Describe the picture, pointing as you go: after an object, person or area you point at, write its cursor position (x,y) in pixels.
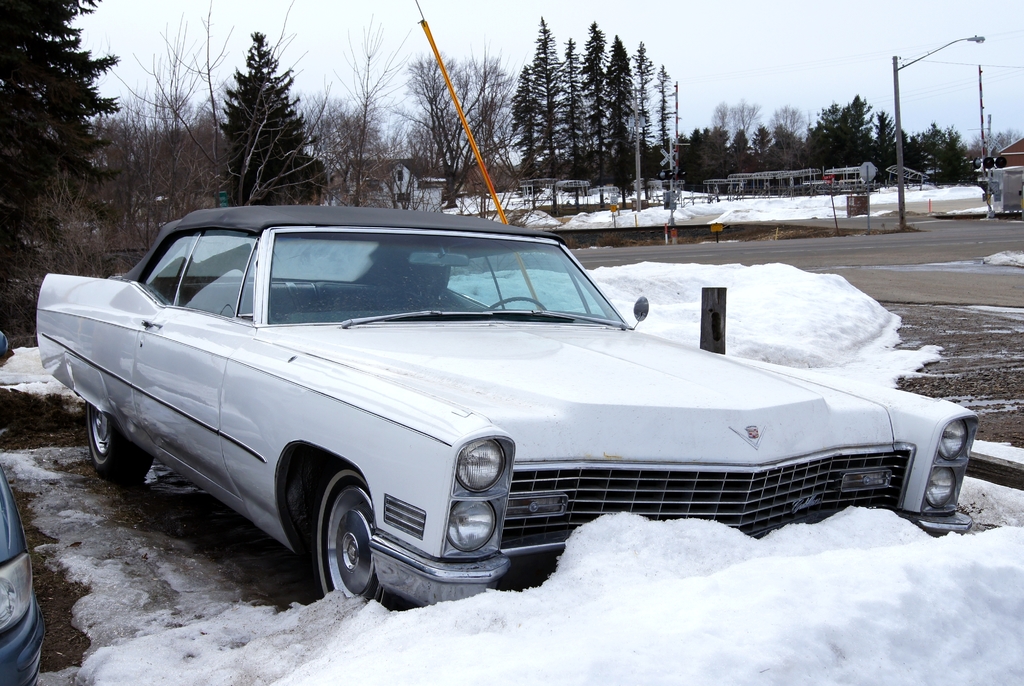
In this image i can see a car (525,298) visible in front of the snow (785,595) and I can see trees (862,112), the sky (1005,76) and the poles (982,102) at the top (956,74).
